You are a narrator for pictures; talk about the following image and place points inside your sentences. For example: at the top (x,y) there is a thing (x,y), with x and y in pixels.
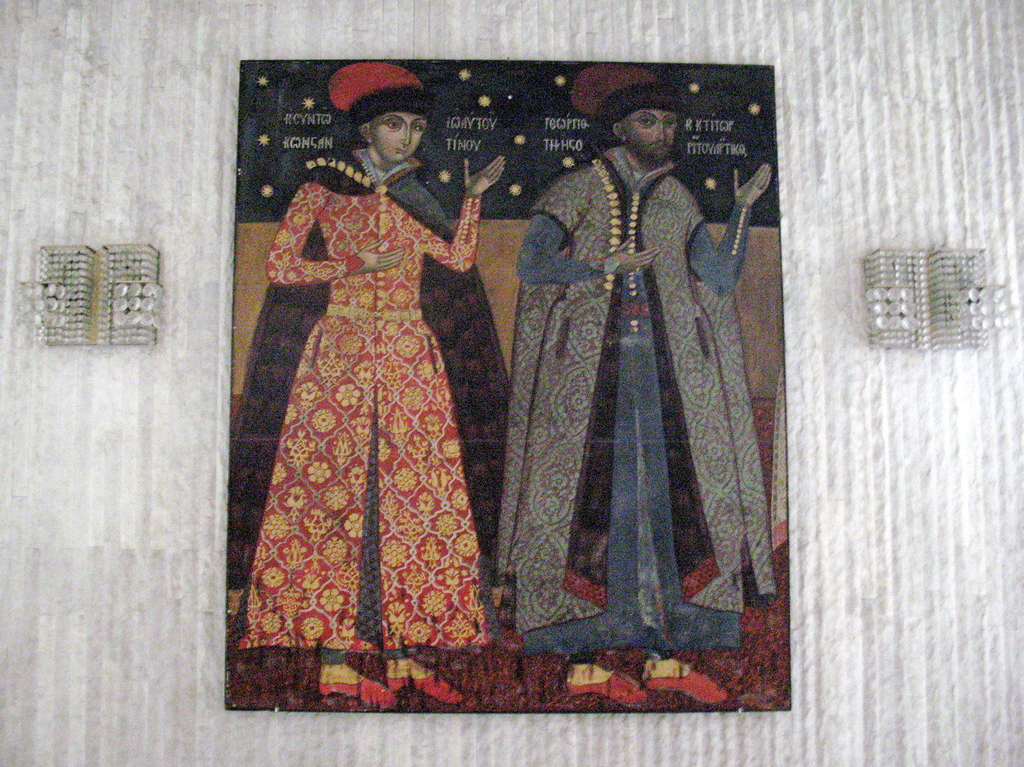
In this image, we can see a poster (265,96), on that poster (245,101) we can see two persons (547,628). We can see two objects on either side of the poster (281,685).
